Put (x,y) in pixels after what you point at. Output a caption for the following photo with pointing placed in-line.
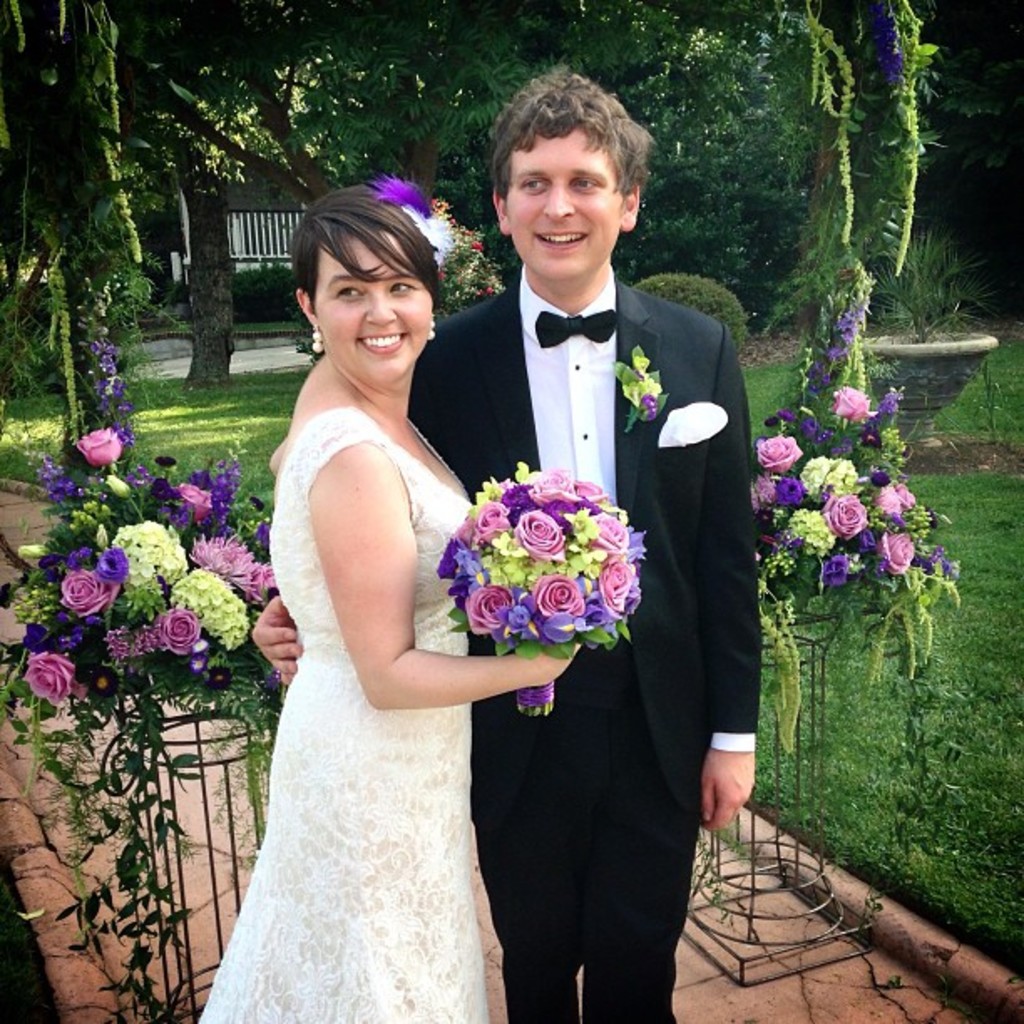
In this image we can see a man (586,747) and a woman (384,270) standing on the path (721,975) and smiling. We can also see the woman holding the flower bouquet (591,632). Image also consists of flowers (119,556) placed on the stands (775,792). We can also see the trees (75,187), plants (835,181), grass (217,410) and also the fence (270,225).
